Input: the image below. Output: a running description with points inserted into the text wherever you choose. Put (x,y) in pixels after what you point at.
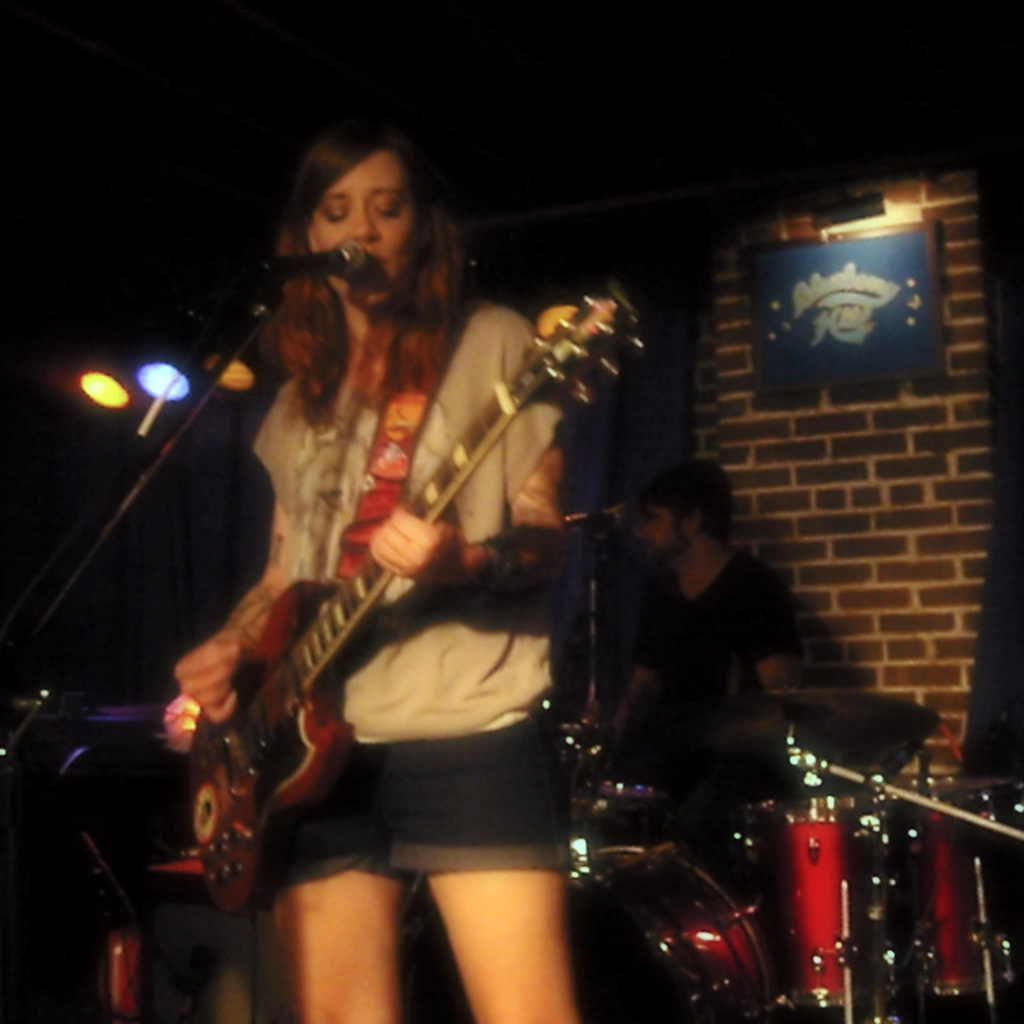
In the picture we can find a woman (457,500) holding a guitar (457,476) and singing a song in the microphone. In the background (776,389) we can see a person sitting and playing a drum kit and there is a brick wall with curtain (197,442) and photo frame (770,376).
